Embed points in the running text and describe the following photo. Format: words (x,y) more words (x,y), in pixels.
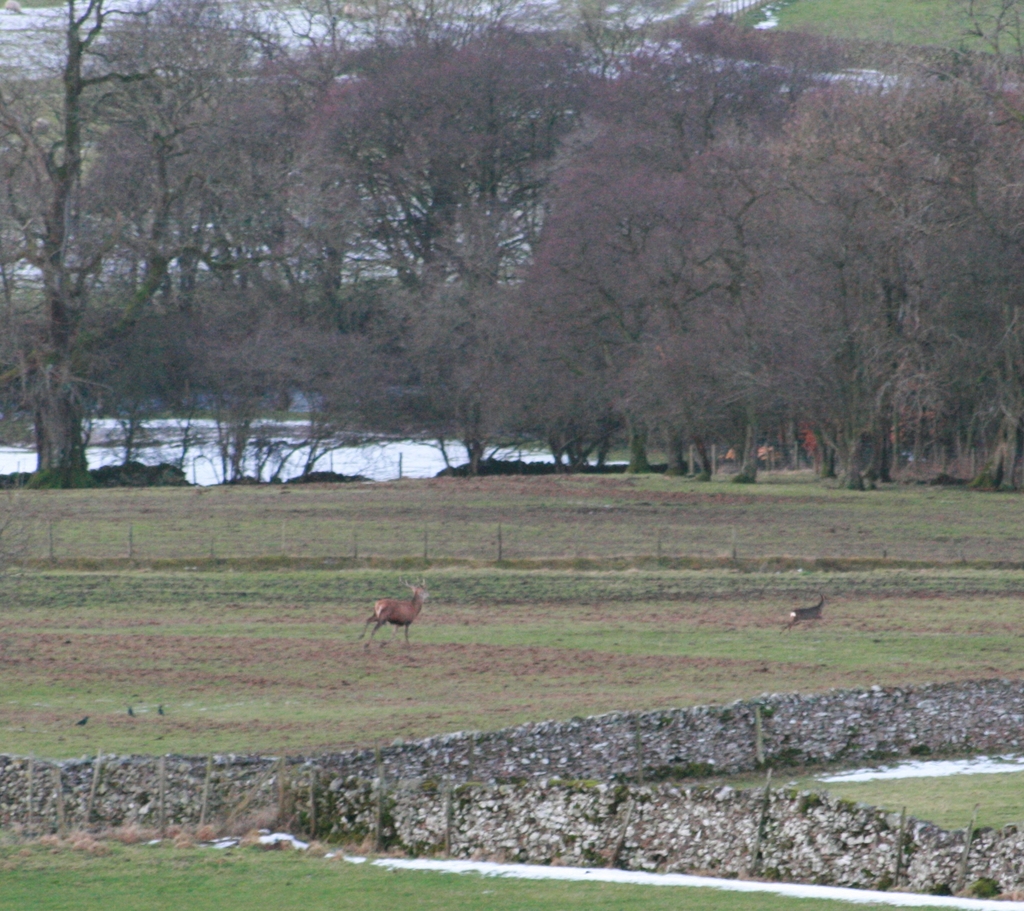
In this image in the center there are some animals (405,622), at the bottom (467,798) there is grass (551,701) and some small stones (585,812). In the background (320,293) there are some trees (522,148).
